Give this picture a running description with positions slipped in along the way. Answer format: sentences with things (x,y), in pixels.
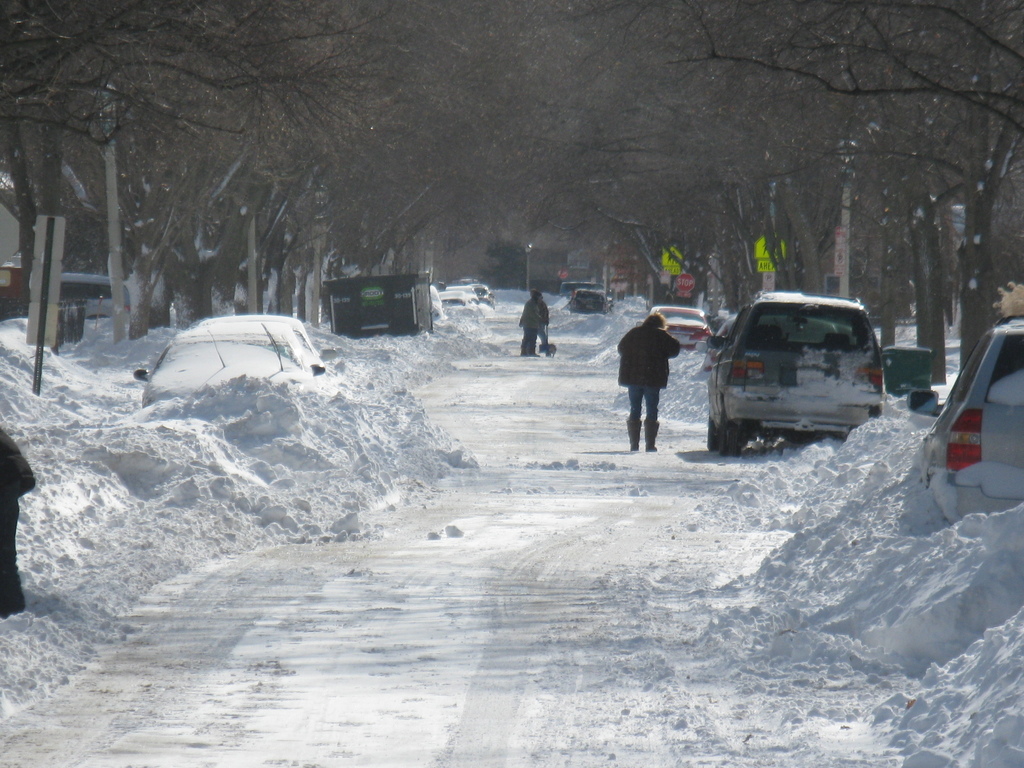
This picture is clicked outside. In the center (669,318) we can see the group of vehicles (1007,455) seems to be parked on the ground (298,634) and we can see the group of persons (647,379) and there is a lot of snow (820,554). In the background (751,179) we can see the trees (275,198), houses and some other objects (844,270).
